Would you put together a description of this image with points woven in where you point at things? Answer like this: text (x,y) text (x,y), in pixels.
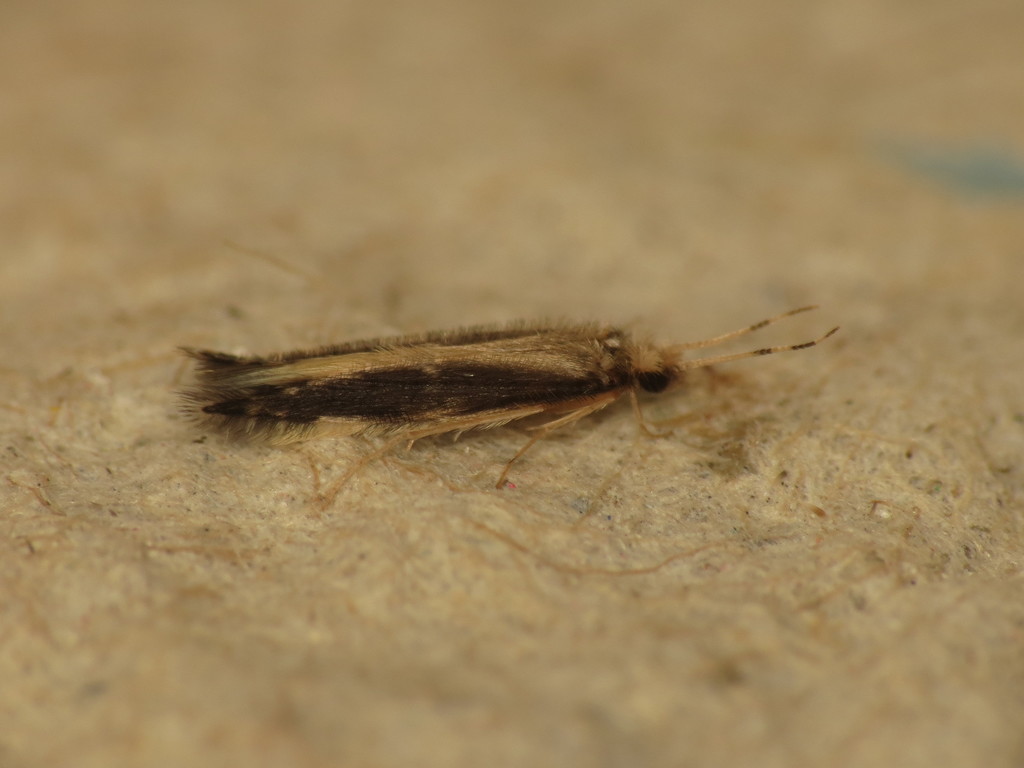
In this image we can see an insect (527,449) on the ground (243,295) and the background (604,155) is blurred.
